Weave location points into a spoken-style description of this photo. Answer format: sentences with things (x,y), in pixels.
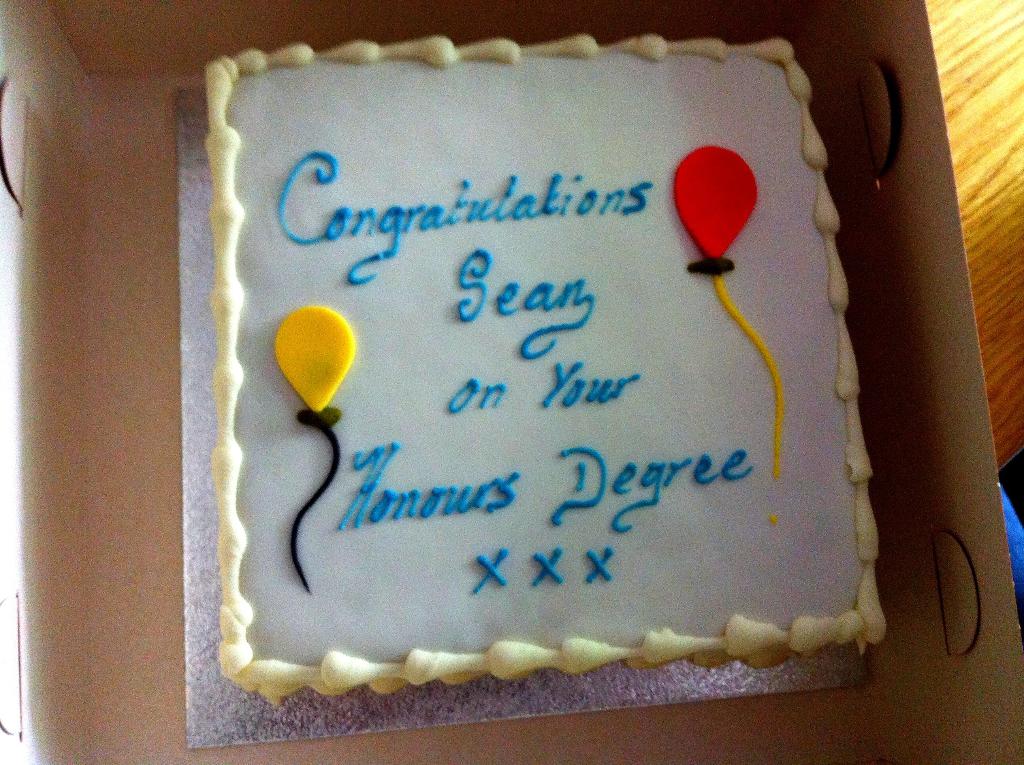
In this image I can see a cake (426,317) which is in white color, on the cake (413,341) I can see two balloons (724,210) which are in yellow and red color, and the cake (411,210) is in the cardboard box (98,334).
